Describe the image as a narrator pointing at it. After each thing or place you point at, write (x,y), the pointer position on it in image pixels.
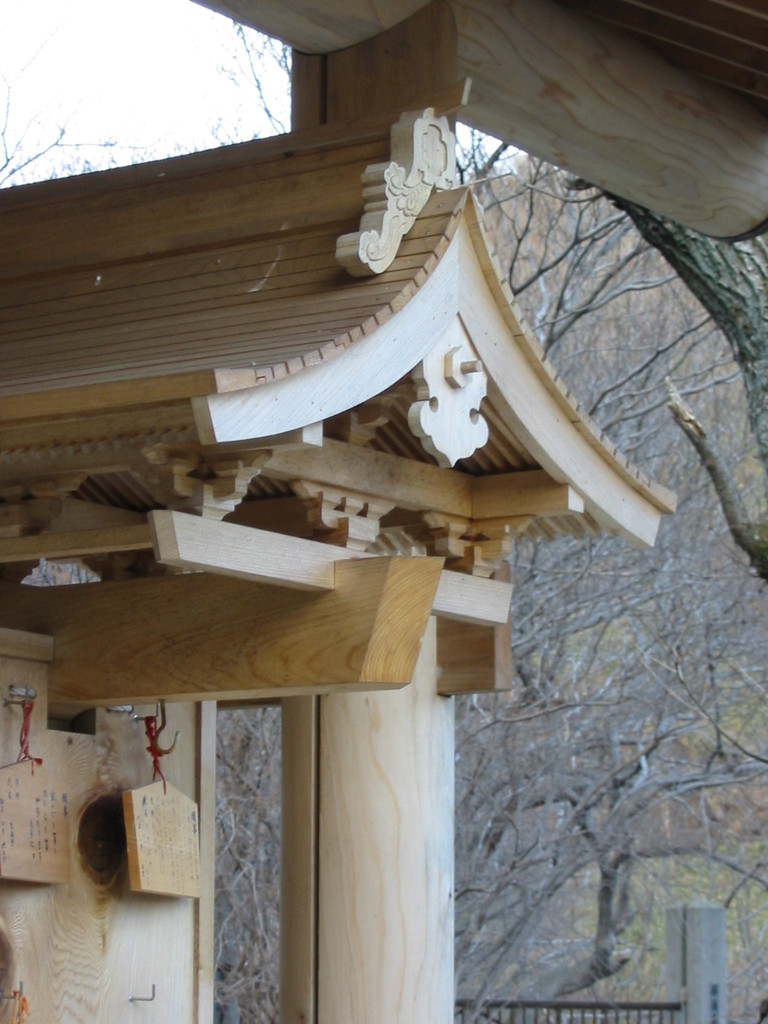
In this image I can see, there is a wooden pole (436,665) and construction (293,410). On the left side (14,786) there are wooden planks (150,826) that are hanged with the thread (41,763) at the back side (749,244) there are trees (739,660) in this image.
